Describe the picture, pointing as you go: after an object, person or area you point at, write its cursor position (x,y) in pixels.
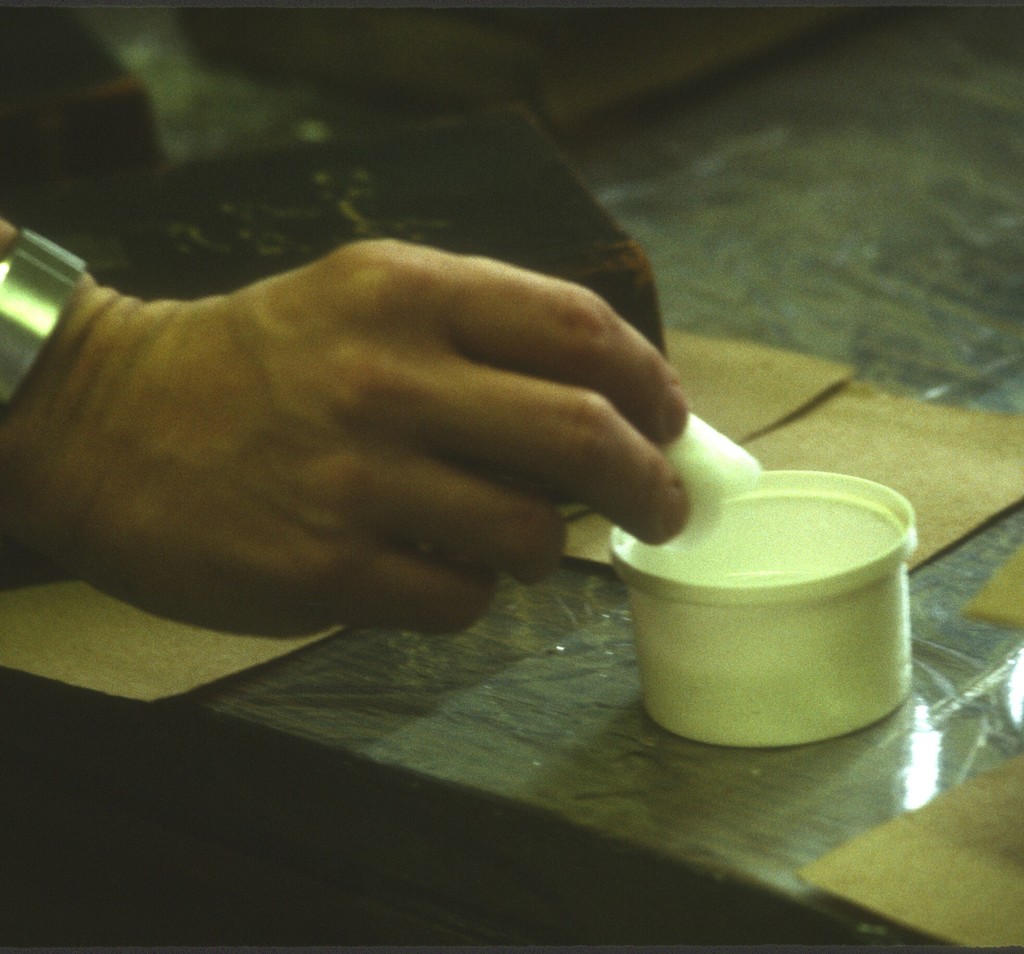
In this image we can see a person (406,378) holding an object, there are some boards (153,643), bowl (759,623) and other objects (153,628) on the surface (885,94).
